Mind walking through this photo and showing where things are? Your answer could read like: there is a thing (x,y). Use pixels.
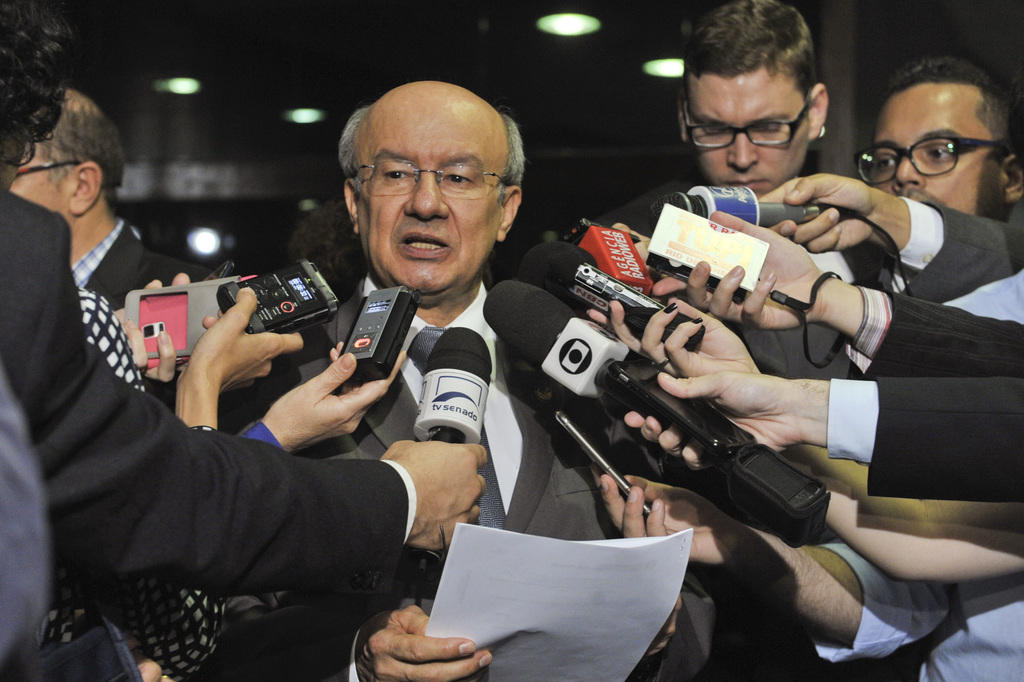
In this picture we can see some people (789,165) are standing, a person (529,453) in the middle (536,440) is holding papers (555,584), the persons (876,400) in the front (870,410) are holding microphones (734,195), in the background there are some lights (666,75).
